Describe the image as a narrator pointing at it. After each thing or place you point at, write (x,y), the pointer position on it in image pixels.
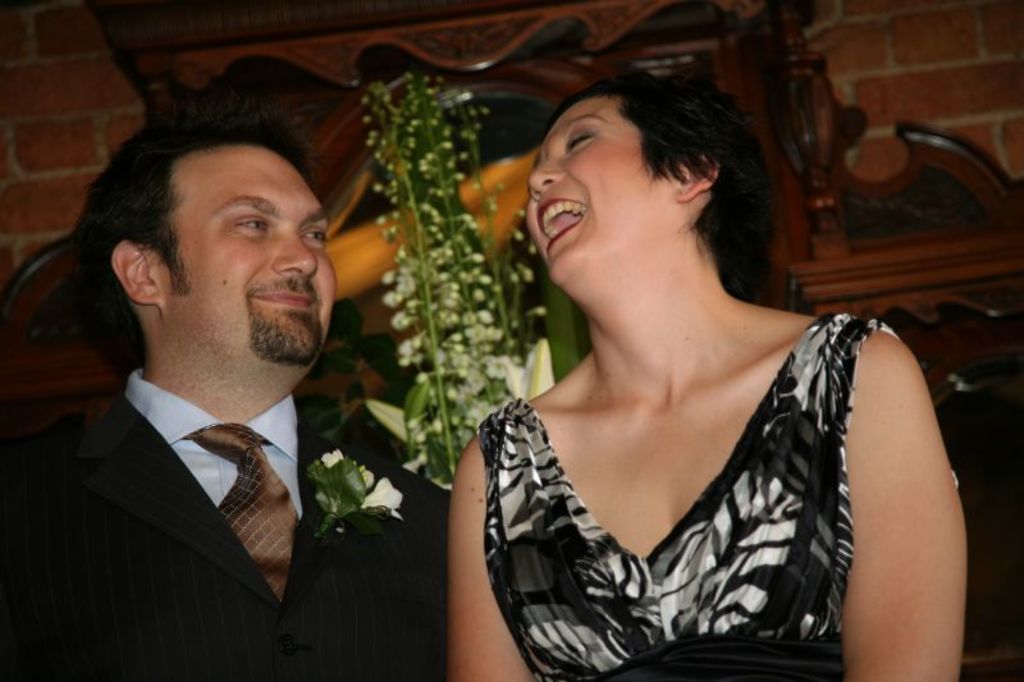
In the image there is a man (232,537) in light blue shirt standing beside a woman (629,443) in black dress (653,558), both are smiling, beside them there is a wall (33,111) with flower vase (447,228) on it.
